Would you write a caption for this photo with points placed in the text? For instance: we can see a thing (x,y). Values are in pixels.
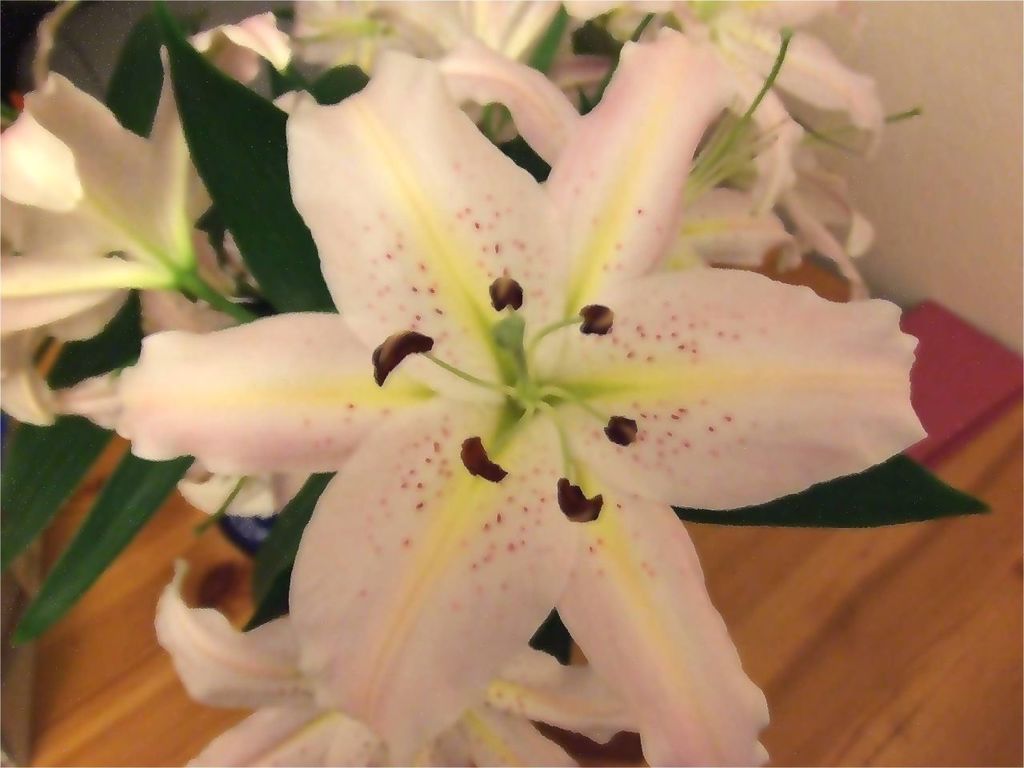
In this image we can see a few white colored flowers (323,235) with leaves (287,581) on a table (795,579).
